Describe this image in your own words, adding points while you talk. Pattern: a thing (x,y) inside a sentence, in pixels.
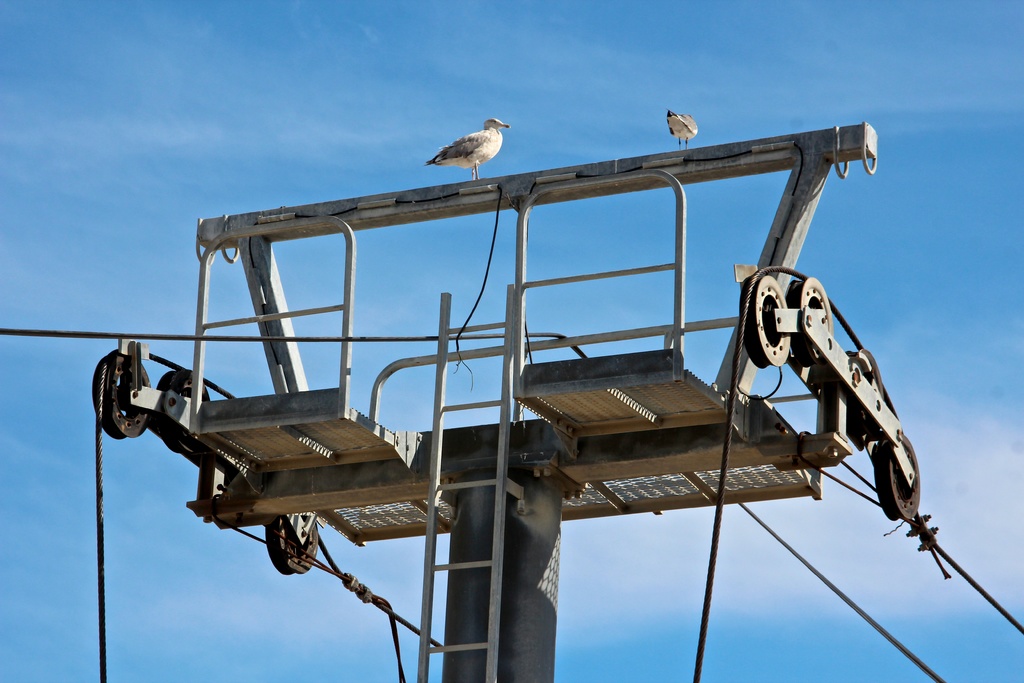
In this image, we can see a pole (523,542), there are some cables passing from the pole (292,363), there are two birds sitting on the pole (522,186), in the background (261,115) there is a blue color sky (280,109).
